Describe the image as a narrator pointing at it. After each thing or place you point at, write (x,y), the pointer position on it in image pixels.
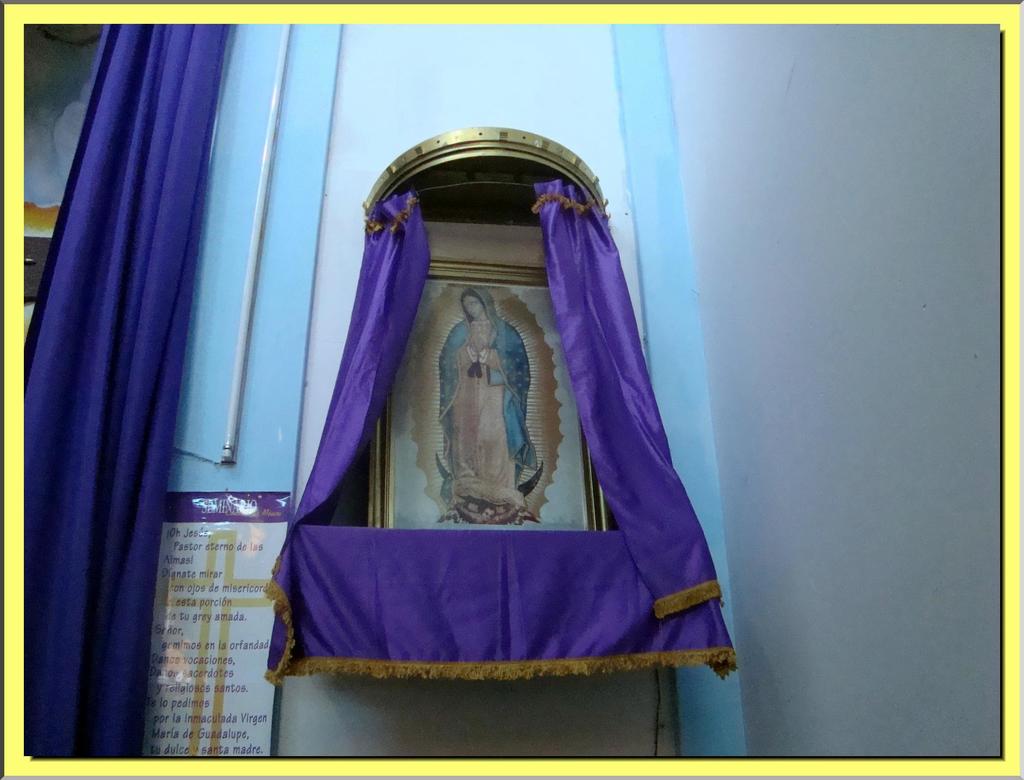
This picture is an edited picture. In this image there is a picture (566,407) of a person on the frame (520,529) and there is a frame (598,514) on the shelf (529,552). On the left side of the image (233,533) there is a board (255,703) on the wall (284,483) and there is a text (218,502) on the board (258,689) and there is a pipe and curtain (195,222) on the wall (228,193).
